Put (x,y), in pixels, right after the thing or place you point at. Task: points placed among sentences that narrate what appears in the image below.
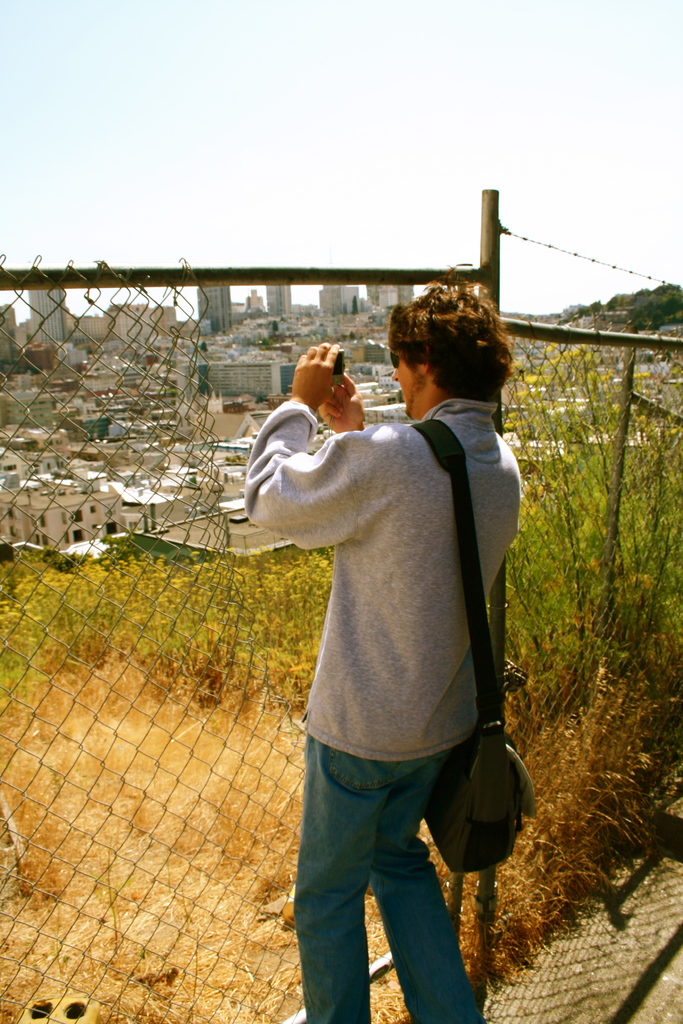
In this picture I can see a man (333,1023) standing and holding an object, there is fence (530,336), there are plants (638,737), trees (682,317), there are buildings (306,344), and in the background (396,74) there is the sky (406,125).
